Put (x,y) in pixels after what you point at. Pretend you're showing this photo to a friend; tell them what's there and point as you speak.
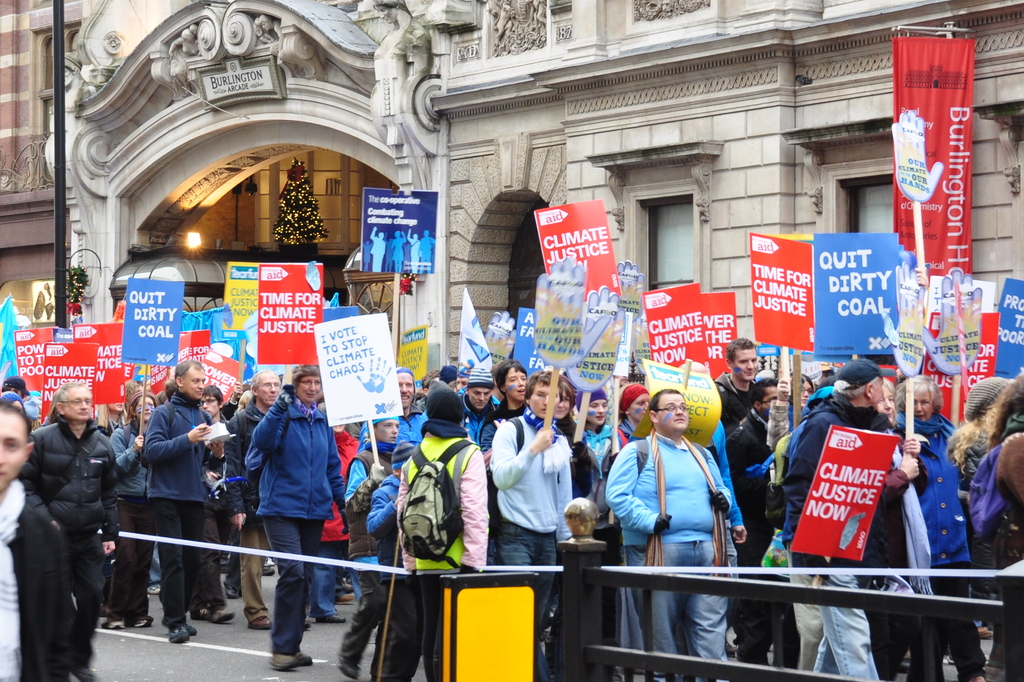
There are persons (425,408) in different color dresses (40,511). Some of them are holding placards (341,320). On the right side (1021,587), there is an iron fence (578,583). In the background (709,63), there is a building (263,81) which is having glass windows (663,250), there is a light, there is a hoarding (260,95) and there is a Christmas tree (280,204).
